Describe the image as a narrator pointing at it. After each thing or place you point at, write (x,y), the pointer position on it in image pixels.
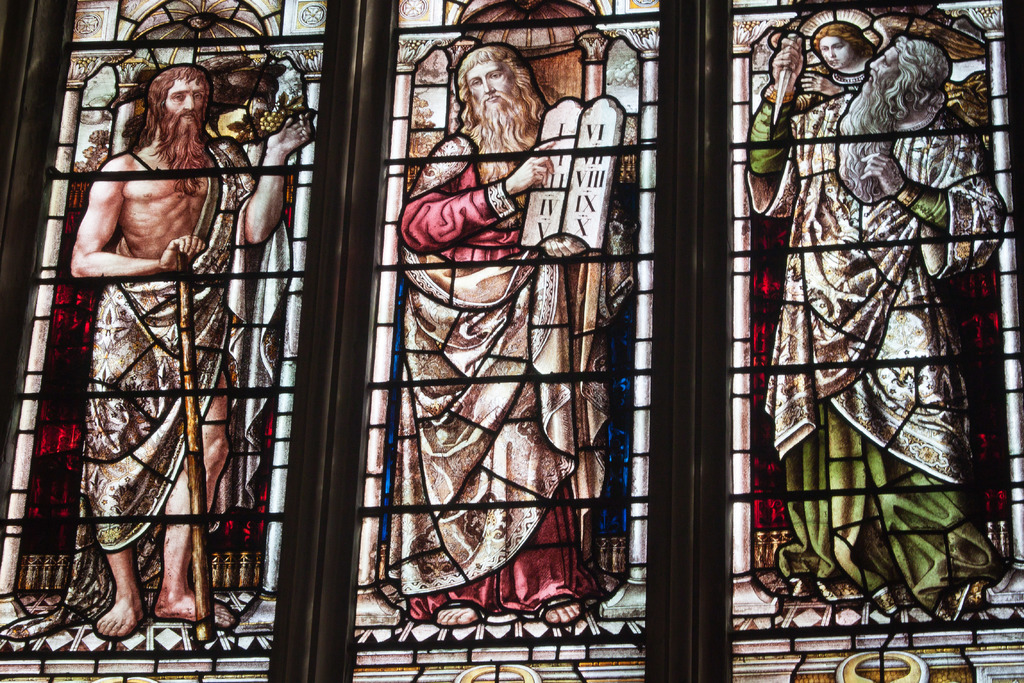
In this image there are glass windows (293,118), on that windows (244,205) there are paintings (285,227) of men (789,101).
